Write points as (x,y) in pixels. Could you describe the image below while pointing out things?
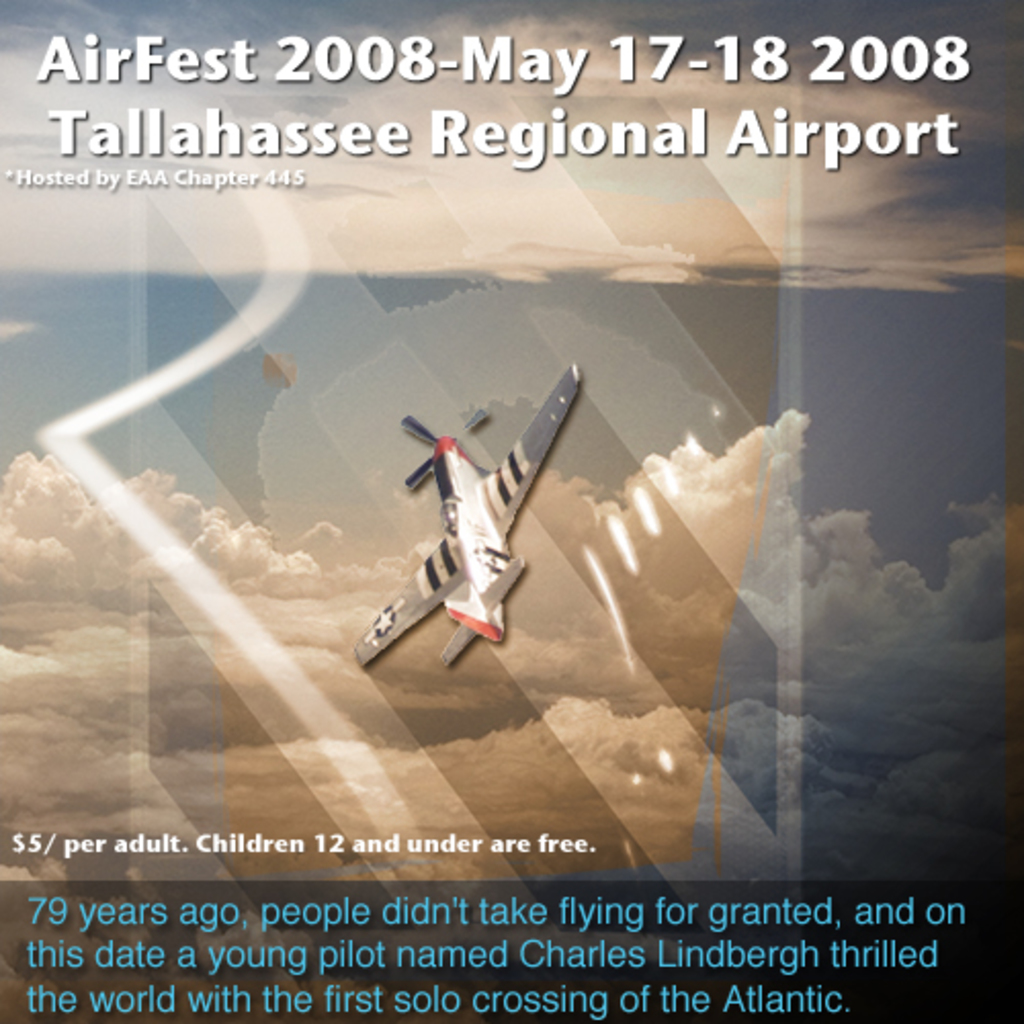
In this image we can see aeroplane (475,534) in the air. In the background (491,235) we can see sky (138,414) and clouds (623,604). At the top (574,72) and bottom of the image (504,941) we can see text (401,961).
